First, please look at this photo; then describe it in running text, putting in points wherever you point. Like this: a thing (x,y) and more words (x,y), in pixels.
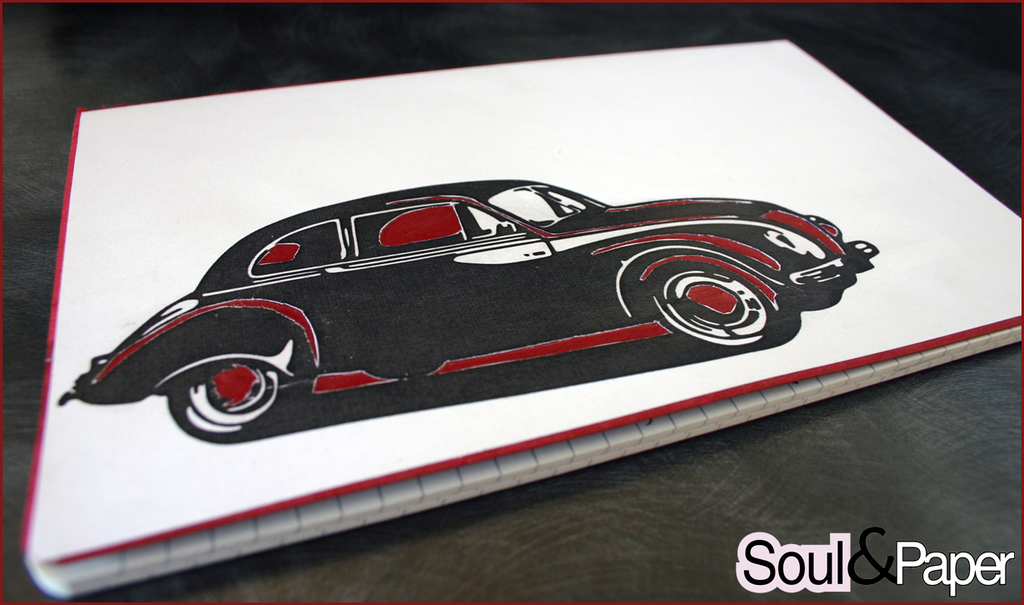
In this image we can see a book (686,376) on a platform (936,436). On the book (641,362) we can see picture (662,340) of a car (636,300). At the bottom of the image (899,562) we can see something is written on it.
